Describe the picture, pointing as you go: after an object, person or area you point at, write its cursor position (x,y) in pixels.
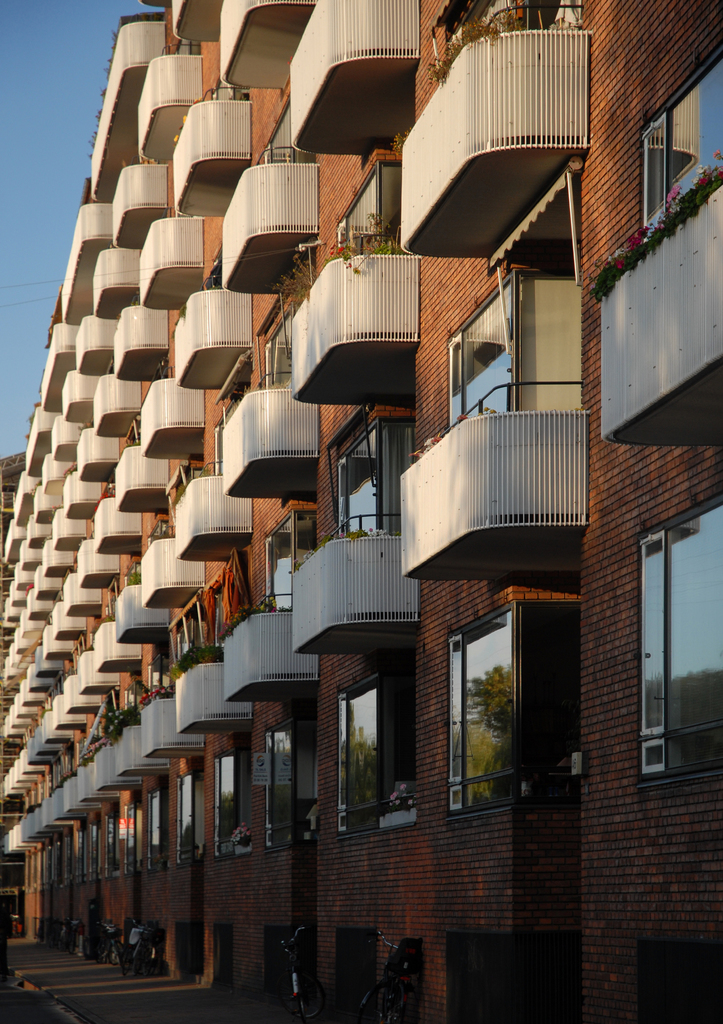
In this picture I can see there is a building (290,449) and it has balconies (549,429) and there are glass windows (704,602) and plants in the balcony (320,624) and there are few bicycles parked at the walkway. The sky (59,149) is clear.
